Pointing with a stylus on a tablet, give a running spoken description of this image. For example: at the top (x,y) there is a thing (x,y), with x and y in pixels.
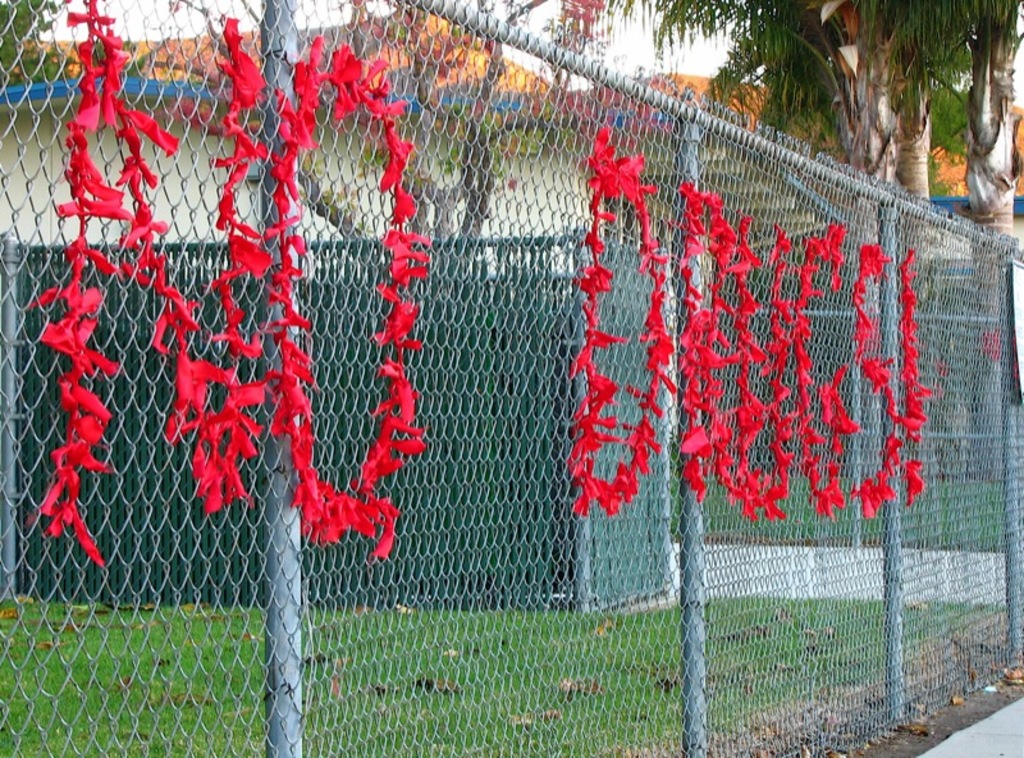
In this image there is a fence (503,472) in the foreground (491,428). On the fence (474,357) there is some text (659,372) which is written with the ribbons (252,389). On the right side (691,43) top there is a tree (734,70). In the background (186,147) it looks like a house (203,154). At the bottom (150,713) there is grass (141,699).
